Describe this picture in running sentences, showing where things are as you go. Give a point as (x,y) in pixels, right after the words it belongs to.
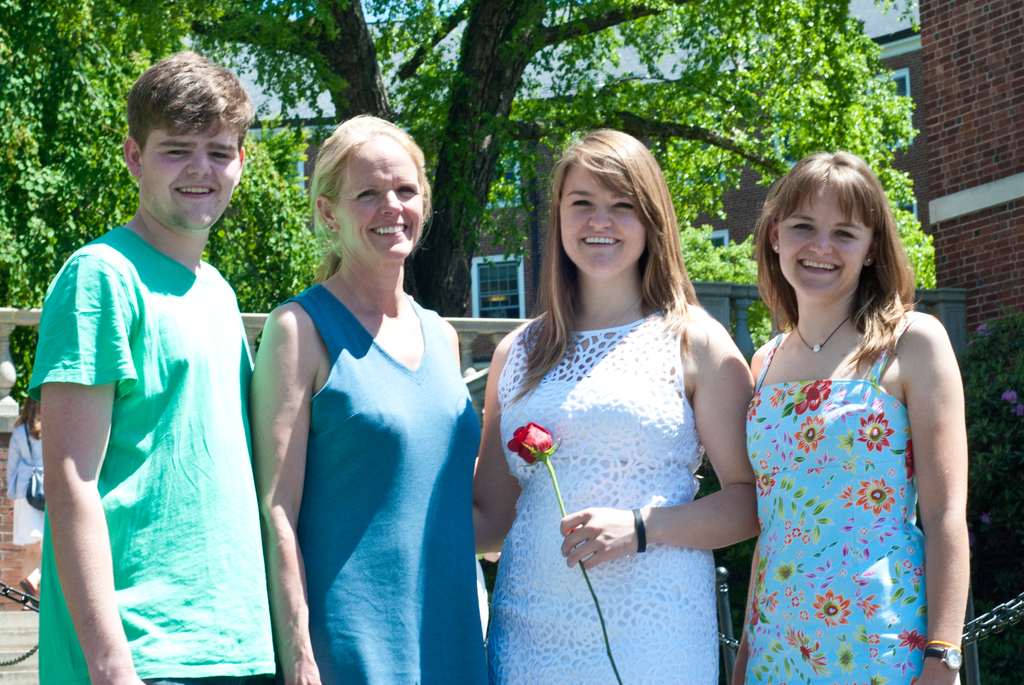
In this image I can see the group of people (490,390) with different color dresses (328,336). I can see one person (583,436) holding the flower (532,446). In the background (30,533) I can see the person (17,515) with bag (31,482), railing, many trees (41,296), buildings (994,151) and the sky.
